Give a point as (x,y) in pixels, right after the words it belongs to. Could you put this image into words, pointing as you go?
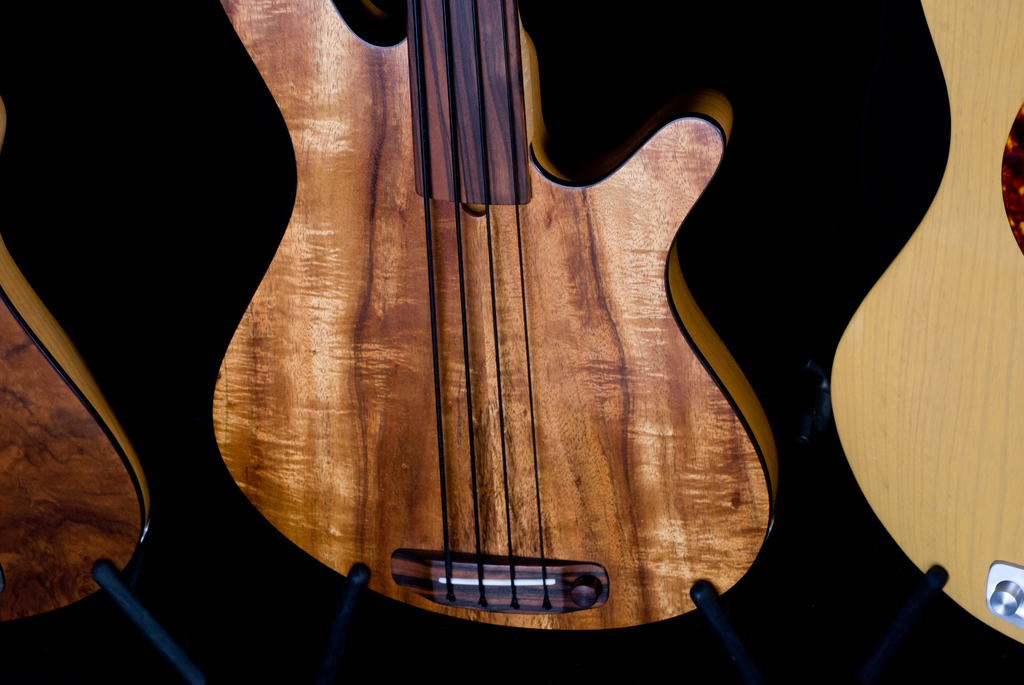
This picture shows a guitar (376,265) on a stand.
